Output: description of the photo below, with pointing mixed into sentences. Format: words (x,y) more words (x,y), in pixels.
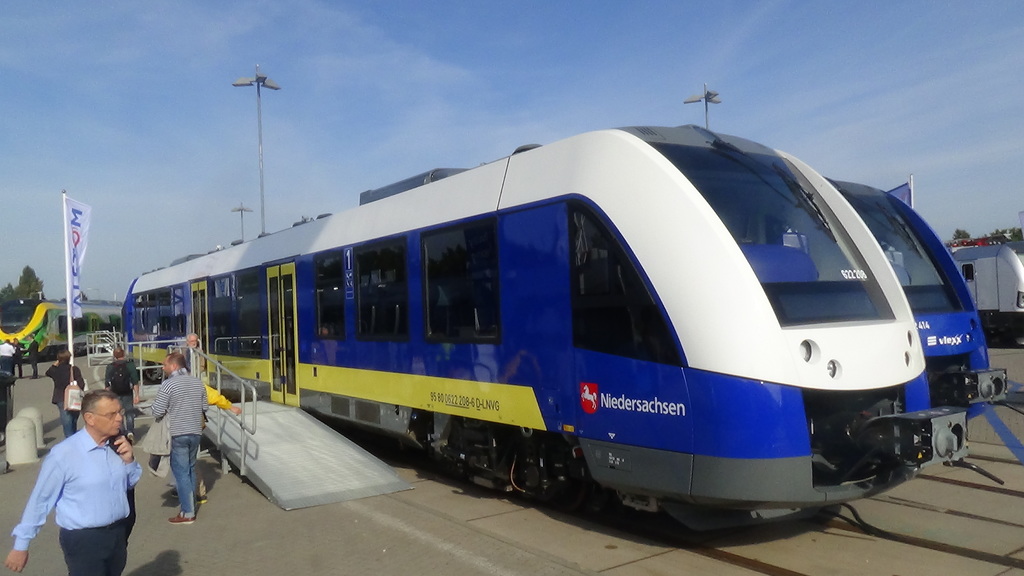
In this image I can see few vehicles (627,284) in different color. I can see few people (169,412) and few (172,420) are holding something. I can see a flag (82,221), light poles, pole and trees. The sky (204,80) is in blue and white color.
